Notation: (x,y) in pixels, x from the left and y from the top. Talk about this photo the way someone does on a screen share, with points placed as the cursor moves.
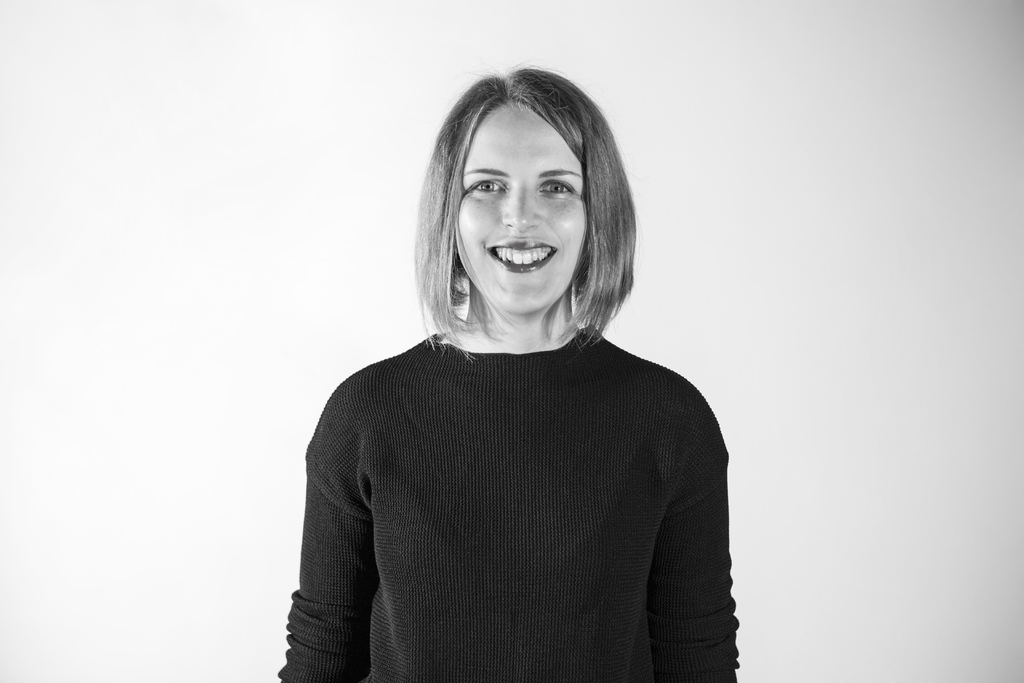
This is black and white image where we can see a woman (565,544). She is smiling and wearing sweater (437,472).
